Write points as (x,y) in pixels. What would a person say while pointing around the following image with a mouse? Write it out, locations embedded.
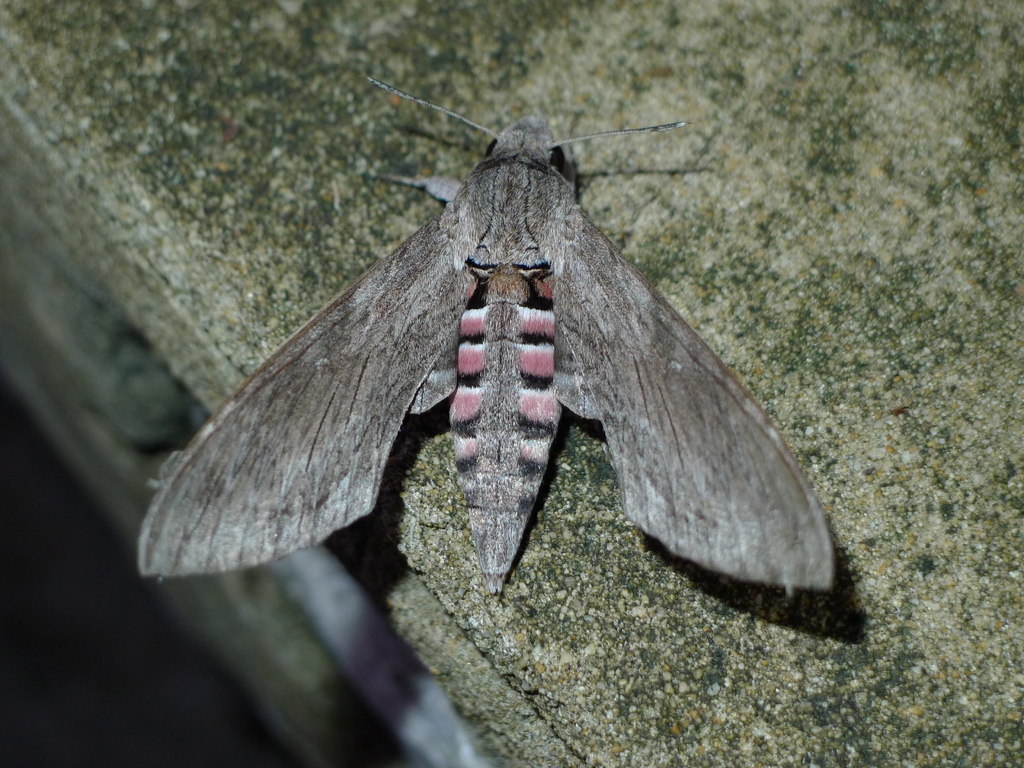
Here we can see an insect (517,370) on the platform (713,609).
